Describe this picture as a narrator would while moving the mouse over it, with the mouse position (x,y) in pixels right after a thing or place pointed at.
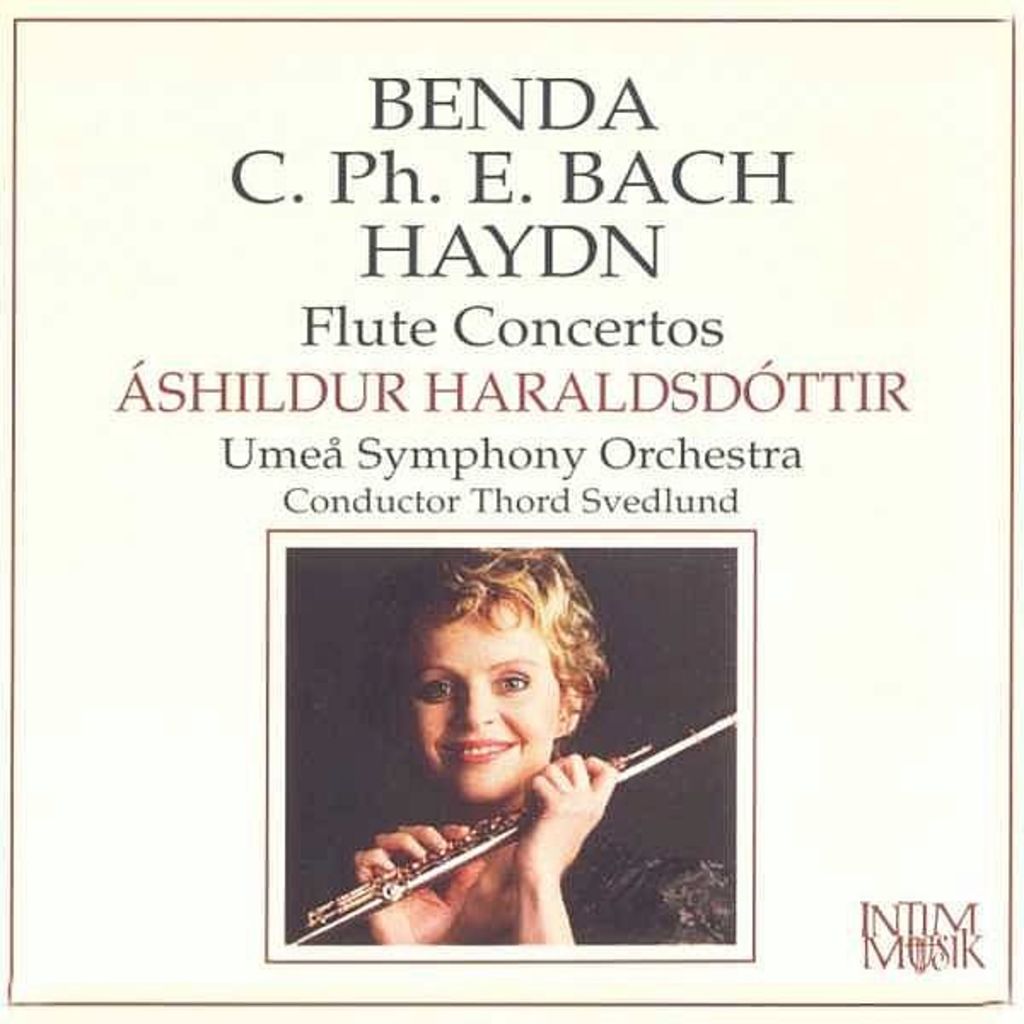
This is a poster (274,720), in this image at the top of there is some text (606,379), in the center (490,642) there is one person (536,833) who is holding a flute (412,876).
